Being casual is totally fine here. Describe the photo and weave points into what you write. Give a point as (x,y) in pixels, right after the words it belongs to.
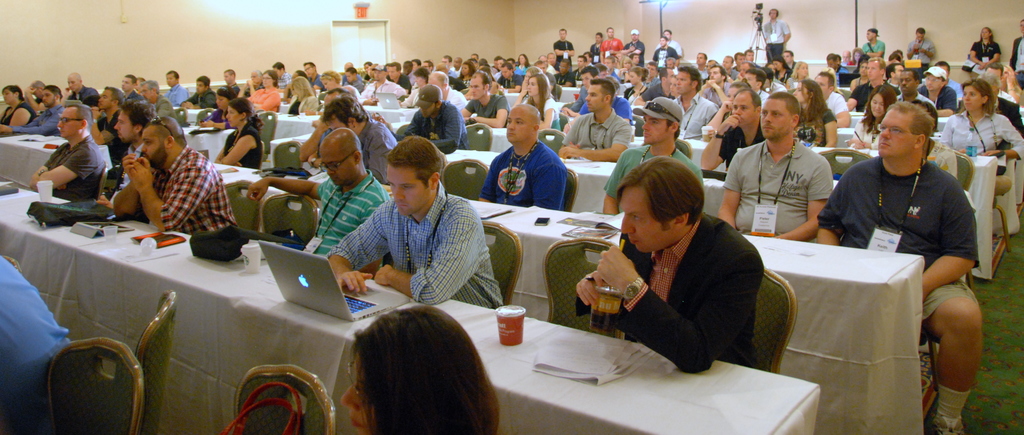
In this image we can see many people (536,149) sitting on chairs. They are wearing tags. Some are wearing caps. There are tables (90,242). On the tables (66,229) there are cups (514,319), papers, laptops (329,271) and many other things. In the back (277,48) there is a wall (599,12). Also there is a door (363,45). And few people (572,43) are standing. And there is a video camera (761,16) on the stand (765,35).
